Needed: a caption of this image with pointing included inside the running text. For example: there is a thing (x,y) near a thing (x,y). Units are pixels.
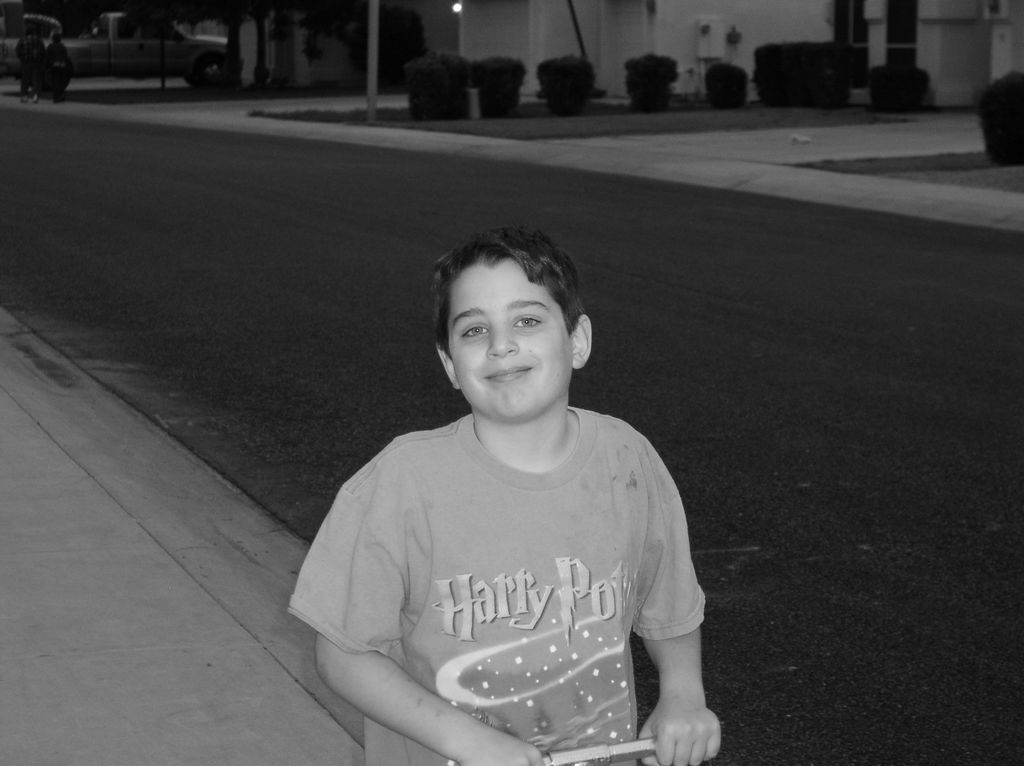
In this image there is a boy (455,443) holding an object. Left side (54,549) there is a pavement (35,632). Beside there is a road (171,407). Left top there are people (59,74) on the pavement (124,104). There are plants (454,109) on the grassland (305,116). Left top there is a vehicle (126,42). Background (205,31) there are buildings (976,84).
